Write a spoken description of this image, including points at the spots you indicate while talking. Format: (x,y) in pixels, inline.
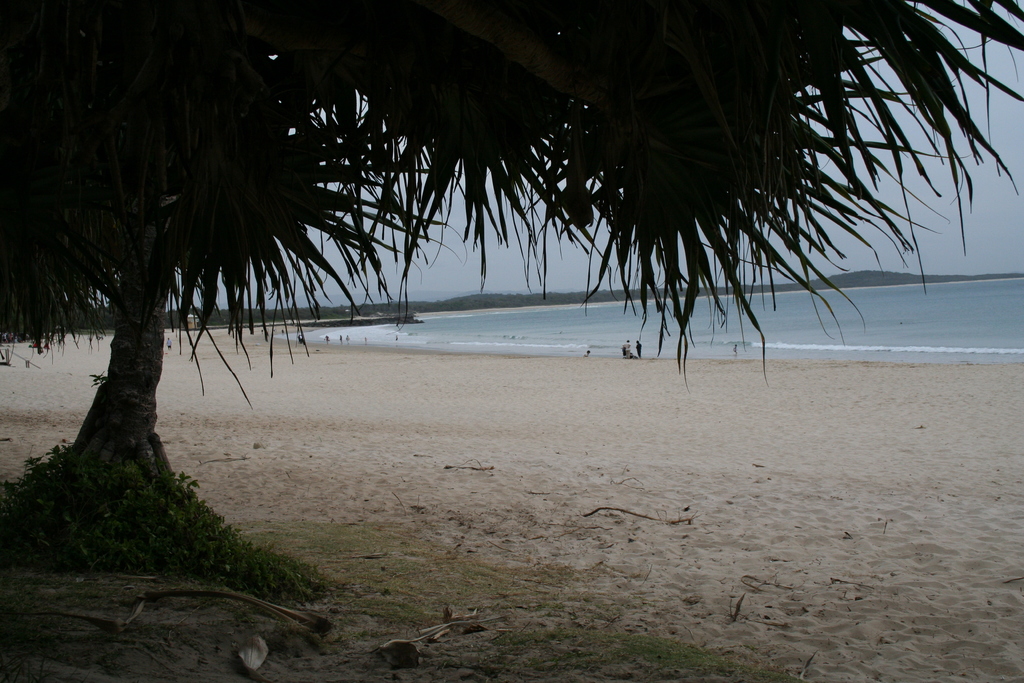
In this image in the foreground (172,299) there is one tree (264,312), at the bottom (787,469) there is sand (540,404) and in the background (789,335) there is a beach (993,326) and some persons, trees (541,294). At the top of the image (988,189) there is sky (466,256).
